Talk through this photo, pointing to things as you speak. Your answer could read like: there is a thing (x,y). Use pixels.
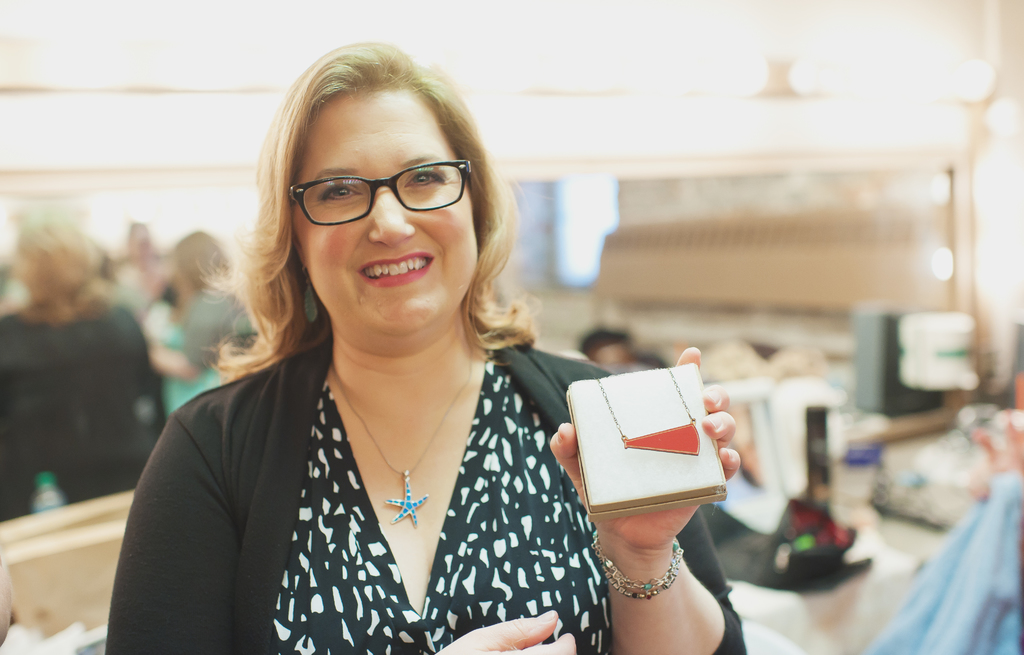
In this picture I can observe a woman (384,411) wearing black color dress (501,530) and spectacles (373,205). She is smiling. In the background (170,349) I can observe some people (164,314). The background (723,271) is blurred.
